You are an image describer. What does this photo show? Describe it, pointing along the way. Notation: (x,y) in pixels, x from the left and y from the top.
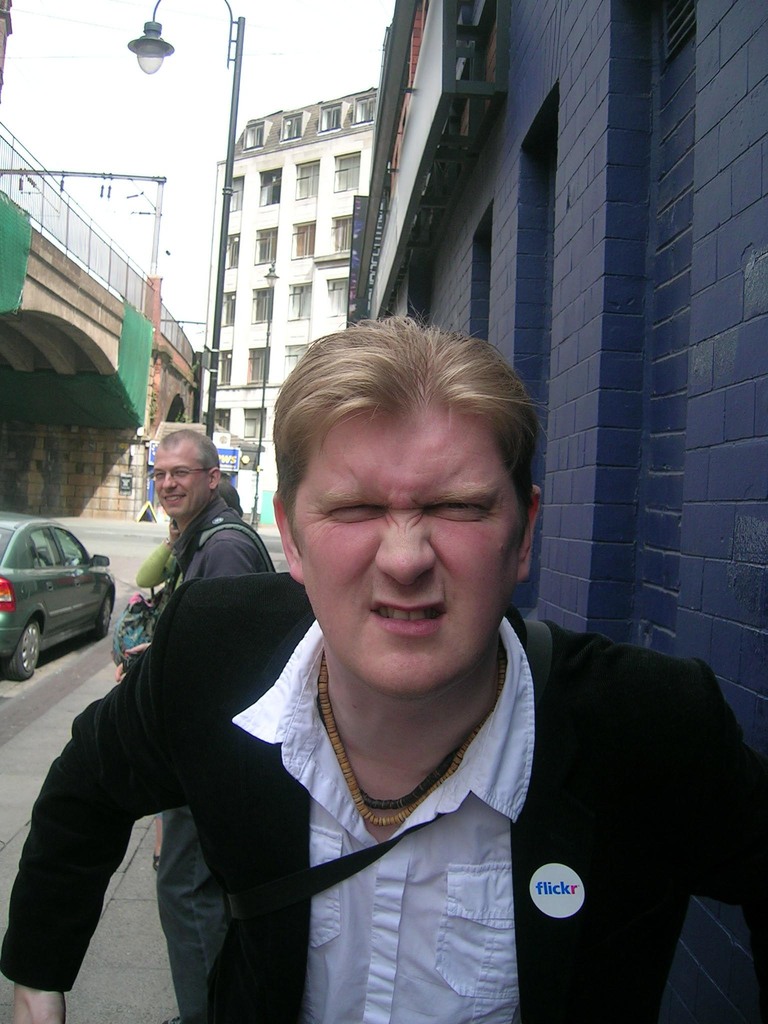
In this picture we can see few people (333,482), on the left side of the image (108,596) we can see a car (17,524) on the road (93,642), in the background (217,209) we can find few buildings (225,297), fence (48,226), lights (168,44) and poles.
